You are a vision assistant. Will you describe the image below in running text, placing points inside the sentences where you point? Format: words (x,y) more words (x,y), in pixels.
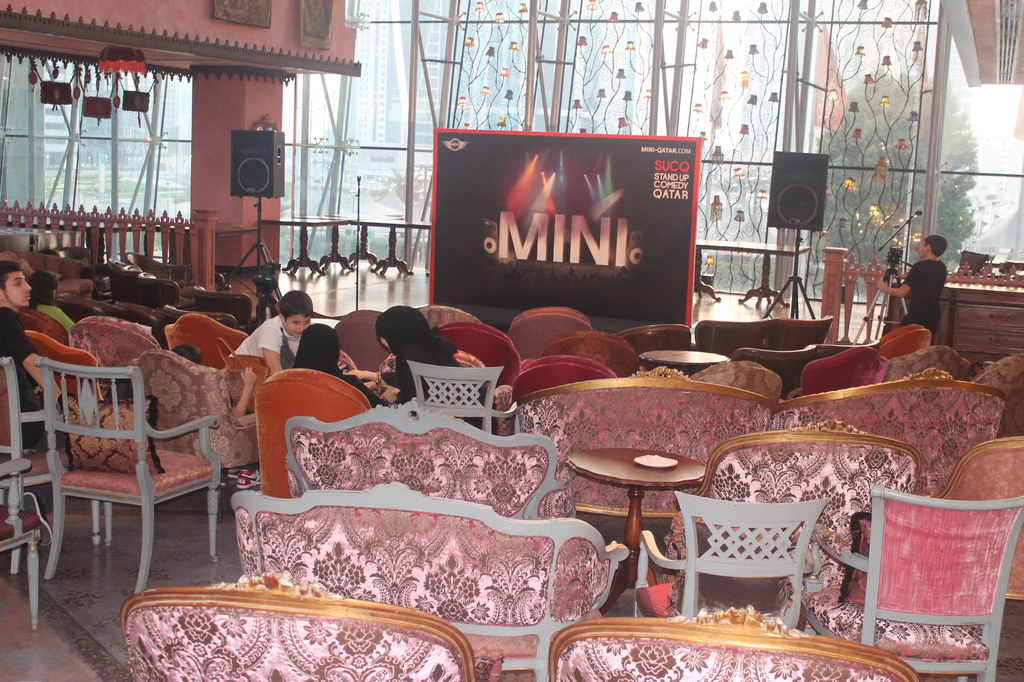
In this image, there is an inside view of a building (305,165). there are some chairs (204,437) and couches (366,430) in the image. There are some persons (30,344) on the left of the image (30,363) sitting on chairs (371,334). There is a speaker (242,158) on the both left and right side of the image (821,180). There is a person (937,302) standing and setting a camera (889,312) on the right of the image (913,311).
